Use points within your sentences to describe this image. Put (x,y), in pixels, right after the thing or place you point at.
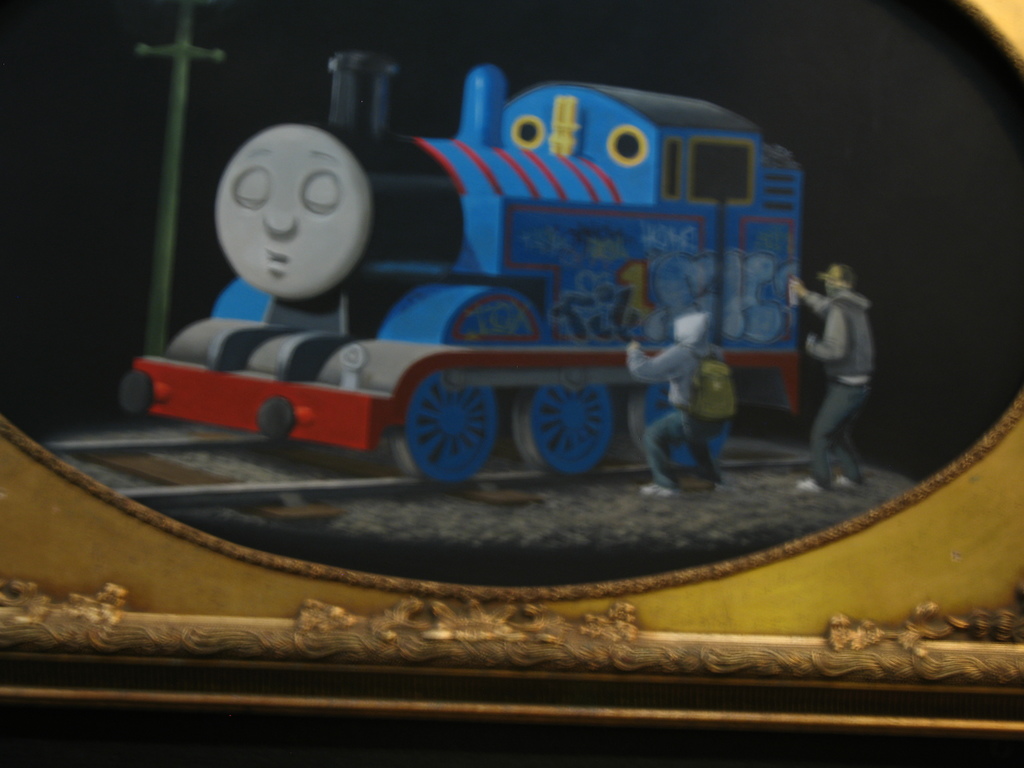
In the image we can see the train toy (468,263) and we can see there are people (709,405) wearing clothes (691,427), shoes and caps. Here we can see the pole (154,339) and the background (148,105) is dark.
